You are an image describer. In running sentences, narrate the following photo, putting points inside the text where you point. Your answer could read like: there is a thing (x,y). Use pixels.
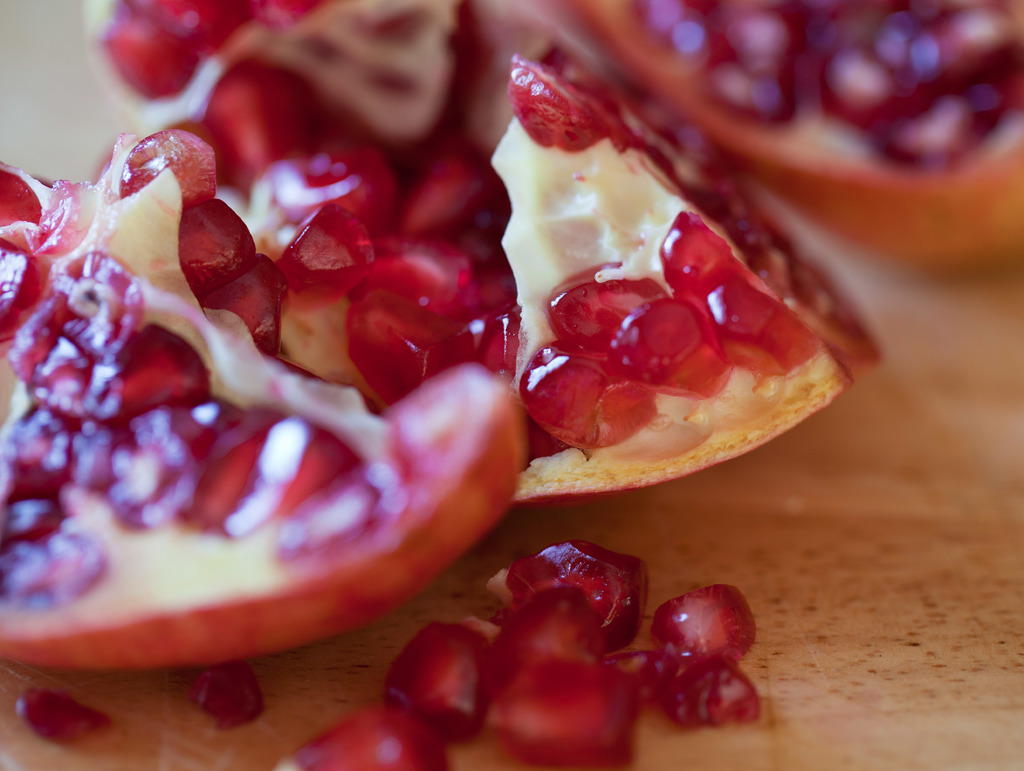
This picture contains pomegranate (648,429) and its seeds (554,707) placed on the table (799,476).
